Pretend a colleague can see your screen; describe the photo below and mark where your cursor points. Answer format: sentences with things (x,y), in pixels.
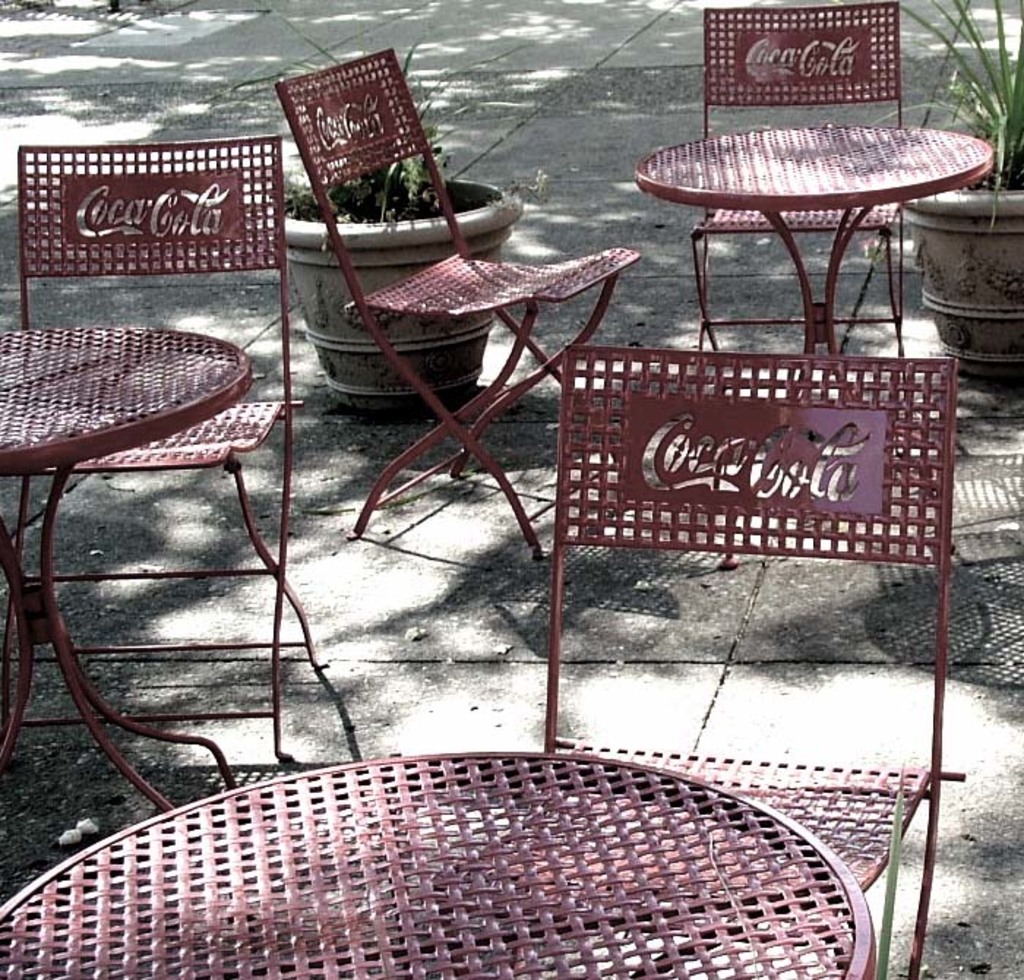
There are tables (664,157) and chairs (344,115). On the chair (367,142) something is written. In the back (364,218) there are pots (383,250) with plants (420,162).
